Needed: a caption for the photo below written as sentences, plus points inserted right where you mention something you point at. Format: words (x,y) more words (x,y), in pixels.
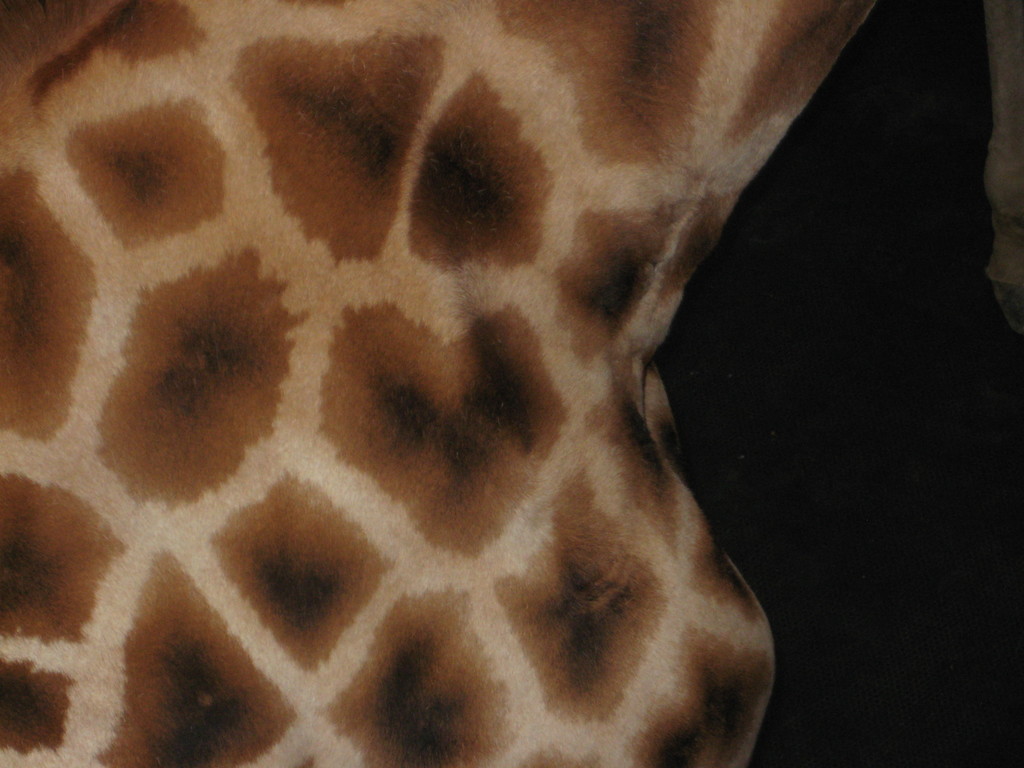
In this image I can see a giraffe print (559,476). There is a black background (901,329).
